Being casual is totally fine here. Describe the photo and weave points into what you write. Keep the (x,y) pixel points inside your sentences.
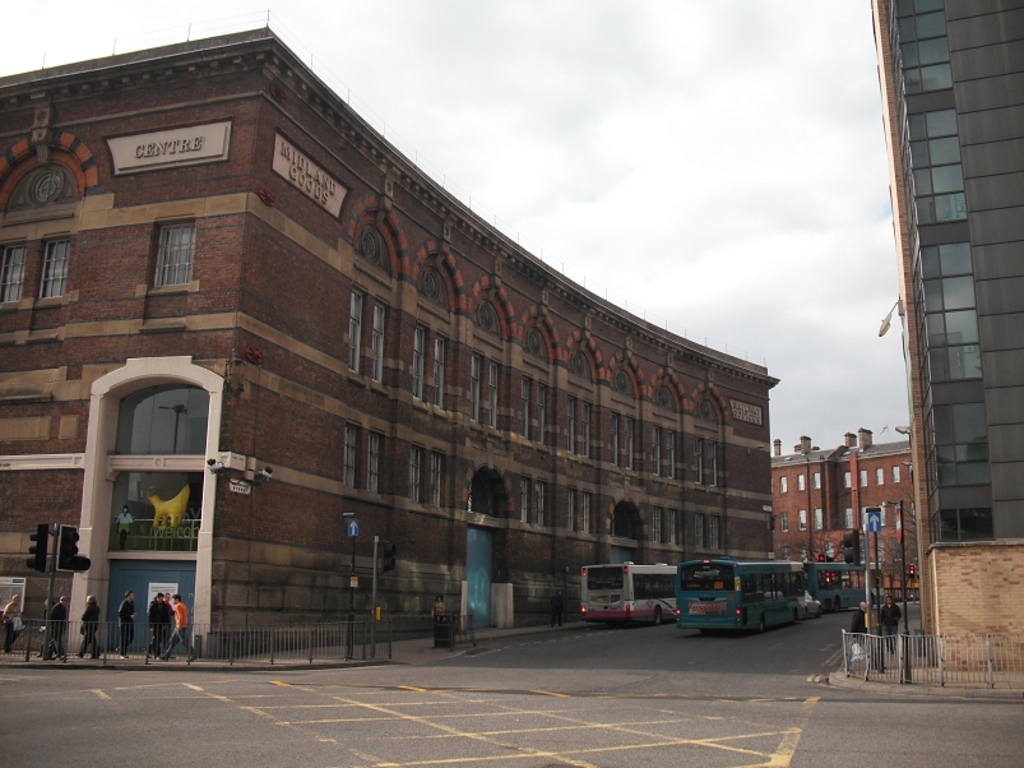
This image consists of buildings (589,488) along with the windows (974,364). At the bottom (428,724), there is a road (241,749). On the left (6,622), we can see few persons (185,609). In the middle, there are buses (721,582). At the top (545,95), there are clouds (648,112) in the sky (681,252). On the left (289,641) and right, there are railings (961,678) on the pavements (35,667).
